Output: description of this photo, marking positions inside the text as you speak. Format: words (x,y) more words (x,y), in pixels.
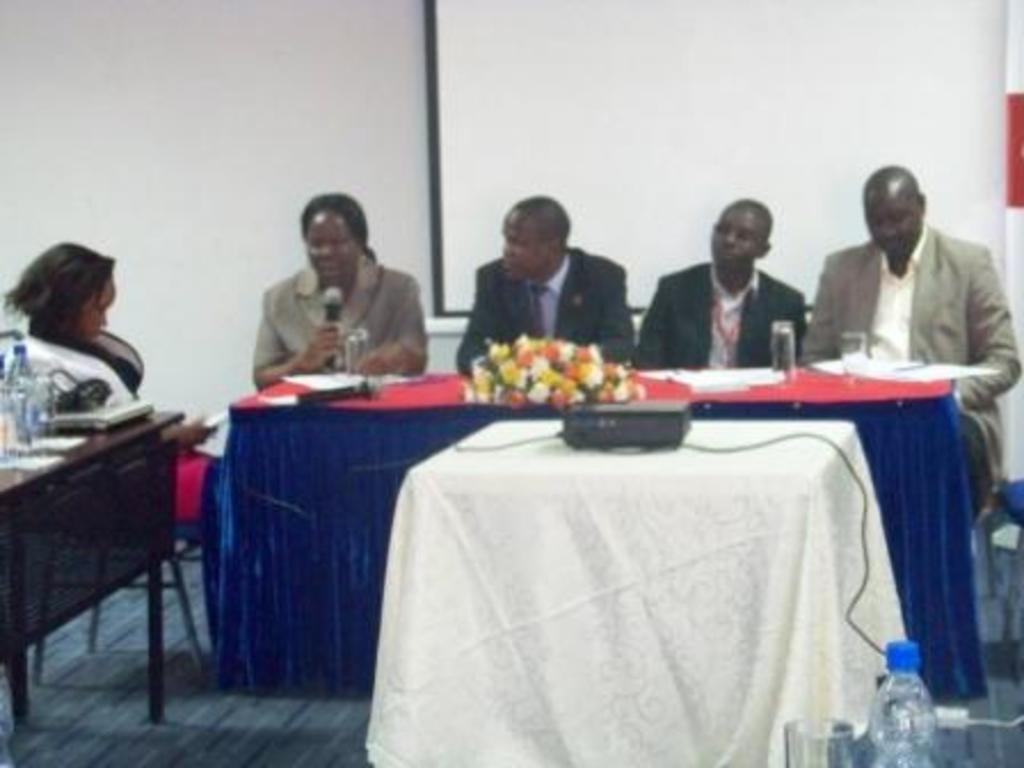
In this image i can see two women (360,291), three man (568,285) sitting on a chair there are few flowers (555,371), papers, glasses (366,334) on a table (408,397) there is a projector (647,415) on the table (650,456), at the back ground (601,151) there is a screen (429,38) and a wall (369,42).
